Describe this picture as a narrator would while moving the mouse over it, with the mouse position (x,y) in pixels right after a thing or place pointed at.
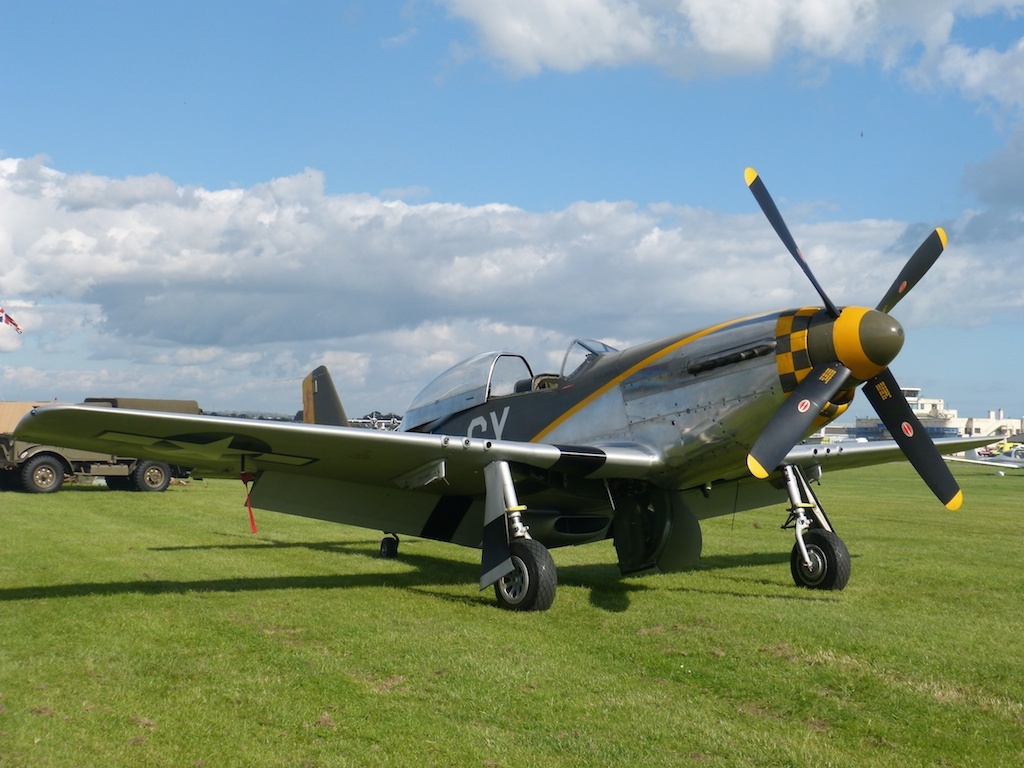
In this picture there is an aircraft (821,580). At the back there is a vehicle (54,475) and there are buildings (952,431) and trees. On the left side of the image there is a flag (4,323). At the top (485,209) there is sky (9,71) and there are clouds (478,261). At the bottom (626,639) there is grass (555,650).
